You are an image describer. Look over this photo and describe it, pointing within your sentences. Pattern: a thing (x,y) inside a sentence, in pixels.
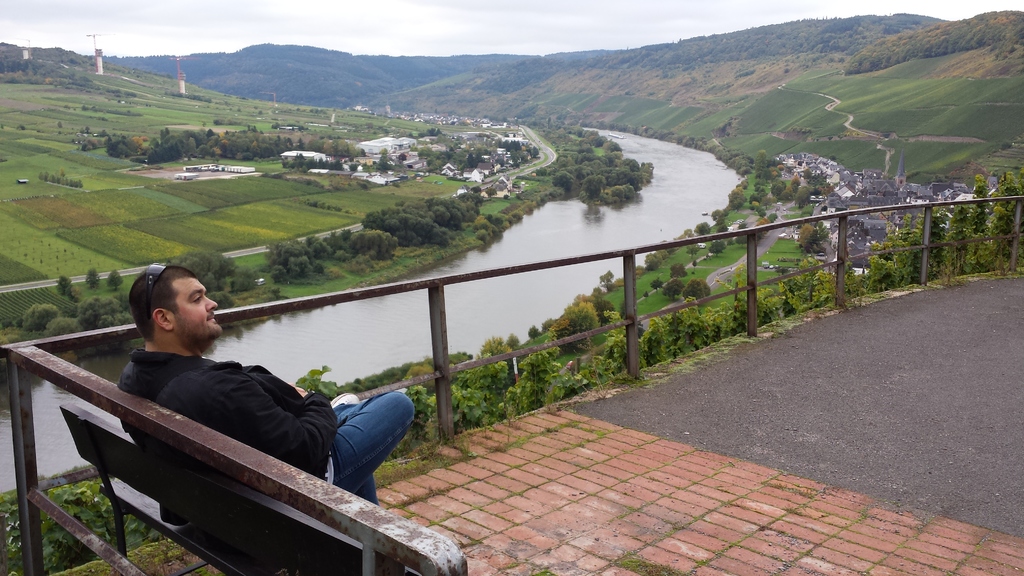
In the image there is a man (255,428) sitting on a bench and behind the man (151,303) there is a river (603,205), trees (633,181), a lot of greenery (310,132), mountains (482,113) and houses (434,122).
